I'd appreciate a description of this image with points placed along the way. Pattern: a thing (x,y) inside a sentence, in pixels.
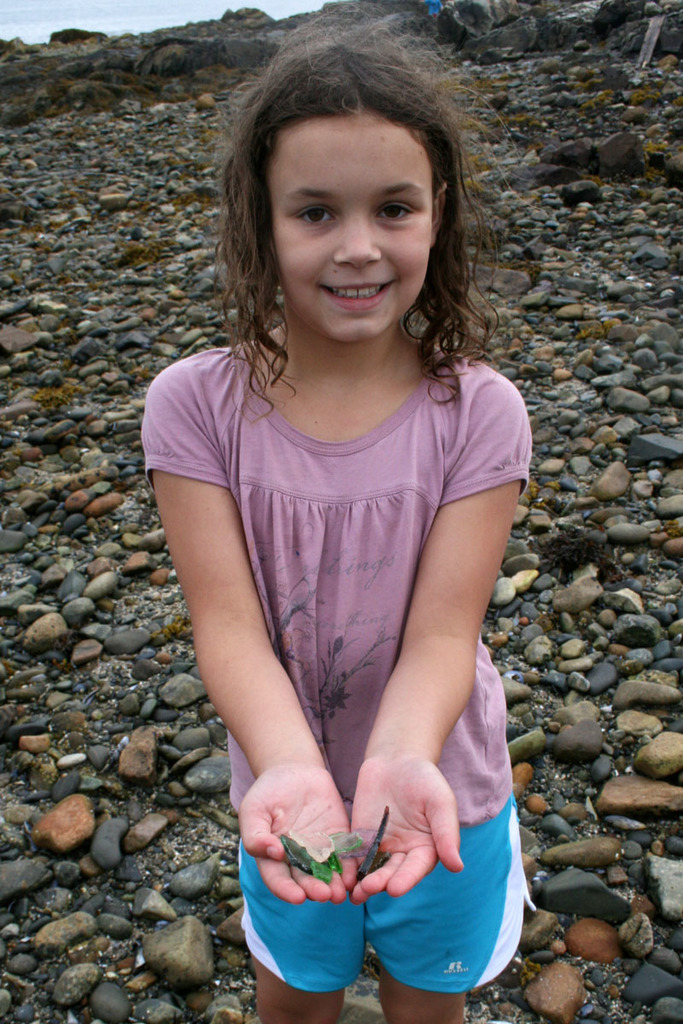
A little girl (277,514) is standing, behind her there are stones (1,503).
